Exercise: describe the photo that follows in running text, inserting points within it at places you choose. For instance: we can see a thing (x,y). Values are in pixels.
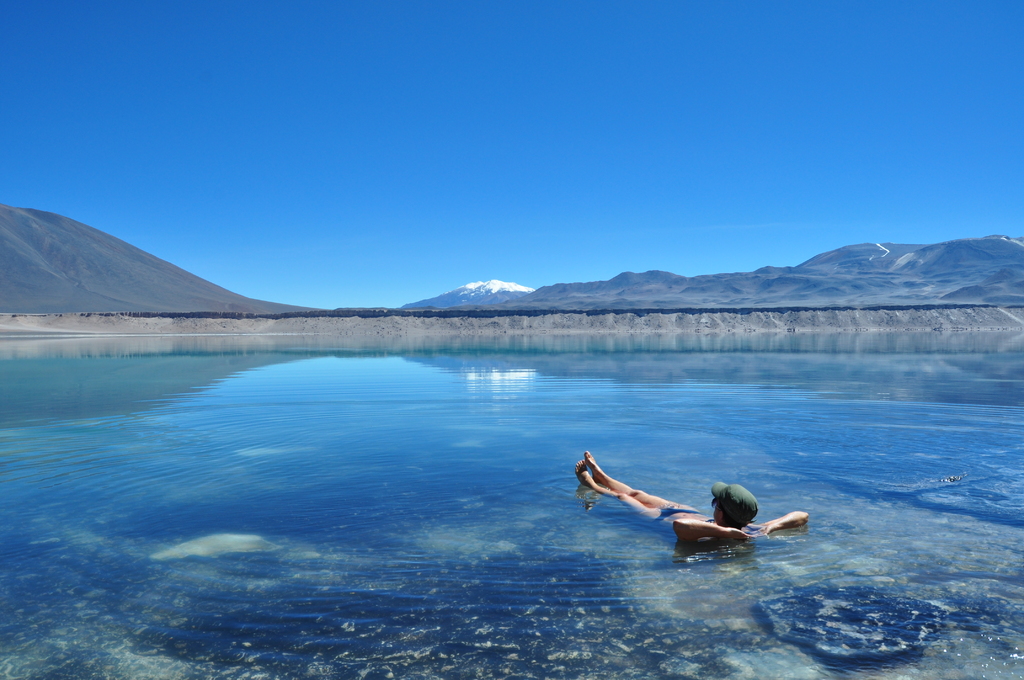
In this image we can see sky (284,252), hills (489,305), mountains (68,274), and, river (516,392) and a person (667,517) in the water (227,463).
